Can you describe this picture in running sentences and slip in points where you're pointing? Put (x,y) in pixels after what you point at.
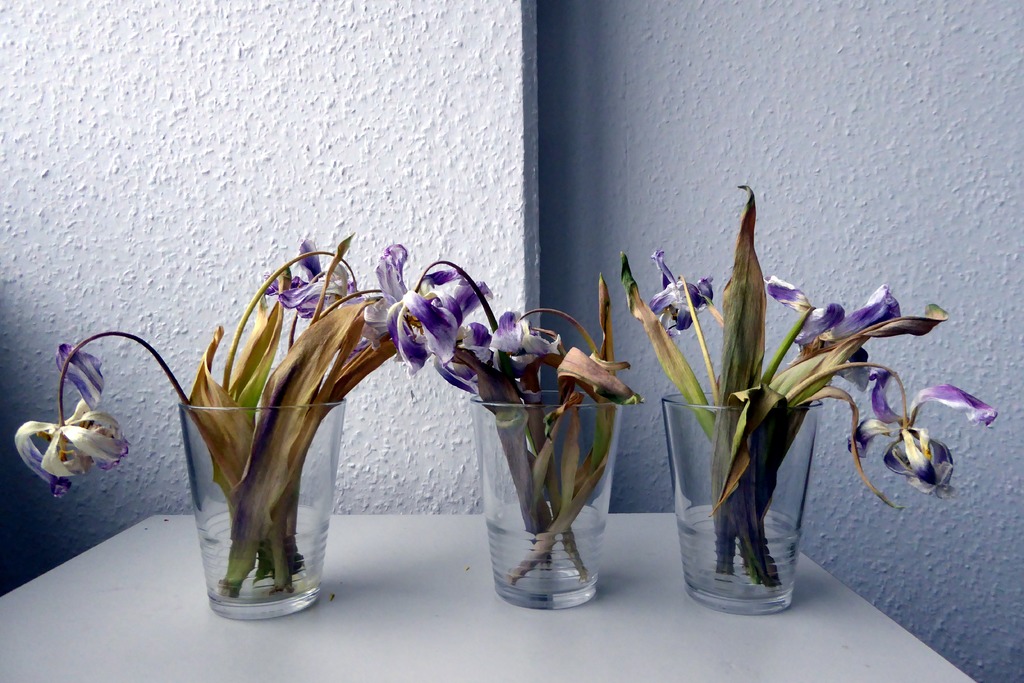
At the bottom of this image (239,526), there are three flower plants (757,349) placed in the three glasses (555,529), which are filled with water (737,567). These three glasses (235,604) placed on a white color table (813,575). In the background (866,233), there is a wall (731,97).
